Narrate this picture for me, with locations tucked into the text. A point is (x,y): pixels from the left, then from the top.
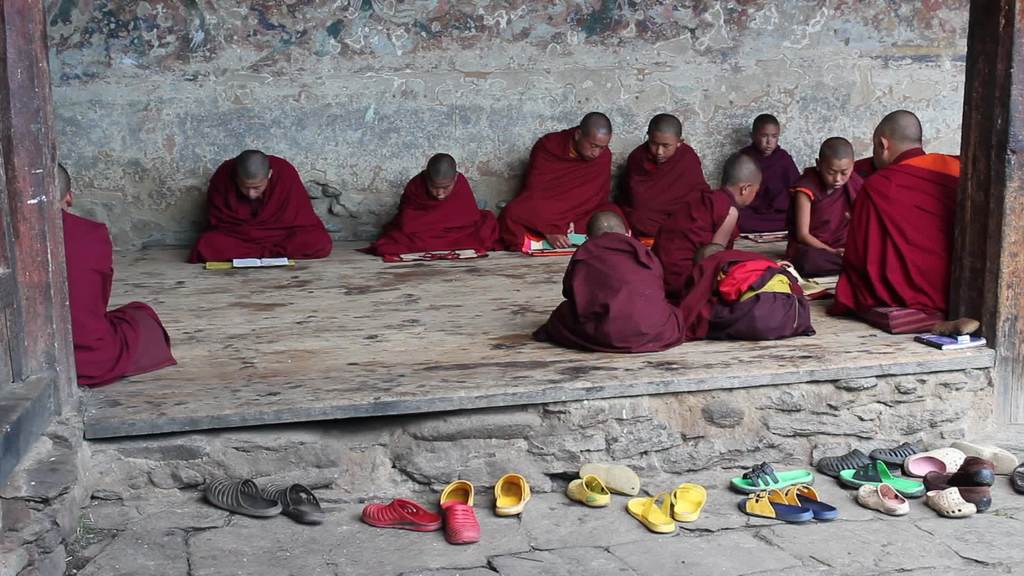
In the image there are many buddhist monks (621,214) sitting on wooden floor (391,364) reading books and in the front (311,524) there are many footwear (756,507) on the floor (914,511).
